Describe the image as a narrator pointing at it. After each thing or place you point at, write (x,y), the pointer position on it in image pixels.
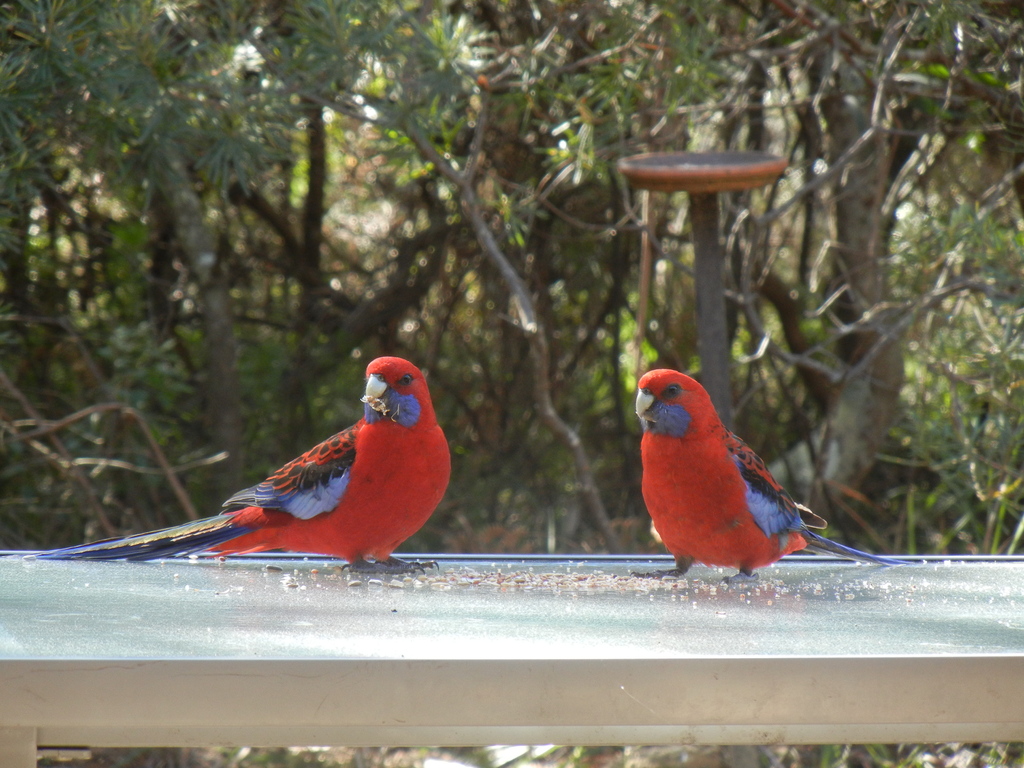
In this picture I can see birds (421,491) in the foreground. I can see trees (538,341) in the background (586,291).
